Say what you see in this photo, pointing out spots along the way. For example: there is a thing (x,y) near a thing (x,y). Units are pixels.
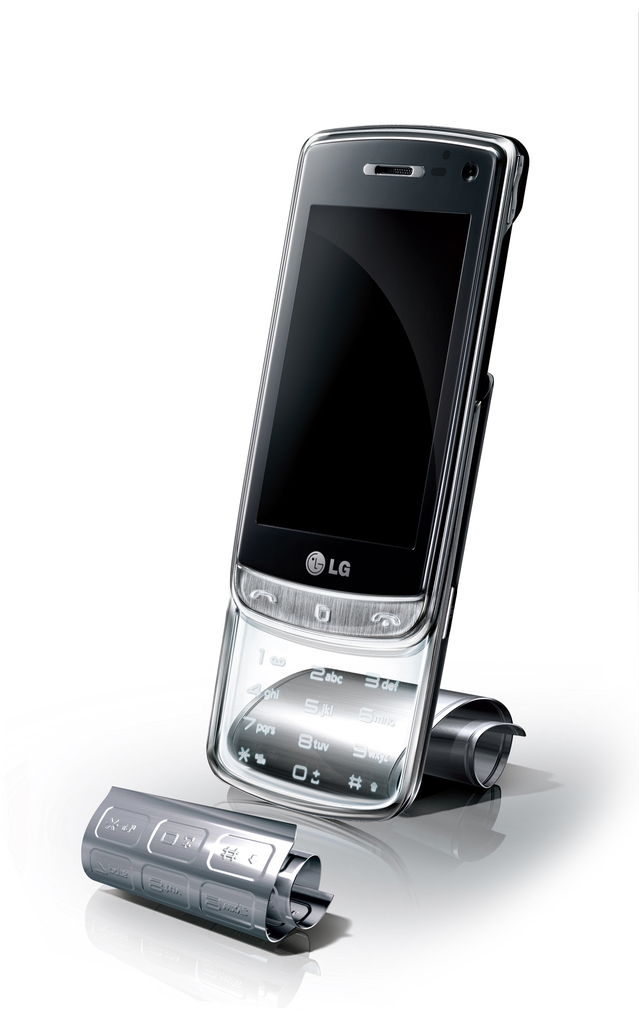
In this image, I can see a mobile phone (384,545). These are the buttons (272,657). I think these are the metal sheets (440,746). The background (52,368) looks white in color. This is the screen (350,537).
